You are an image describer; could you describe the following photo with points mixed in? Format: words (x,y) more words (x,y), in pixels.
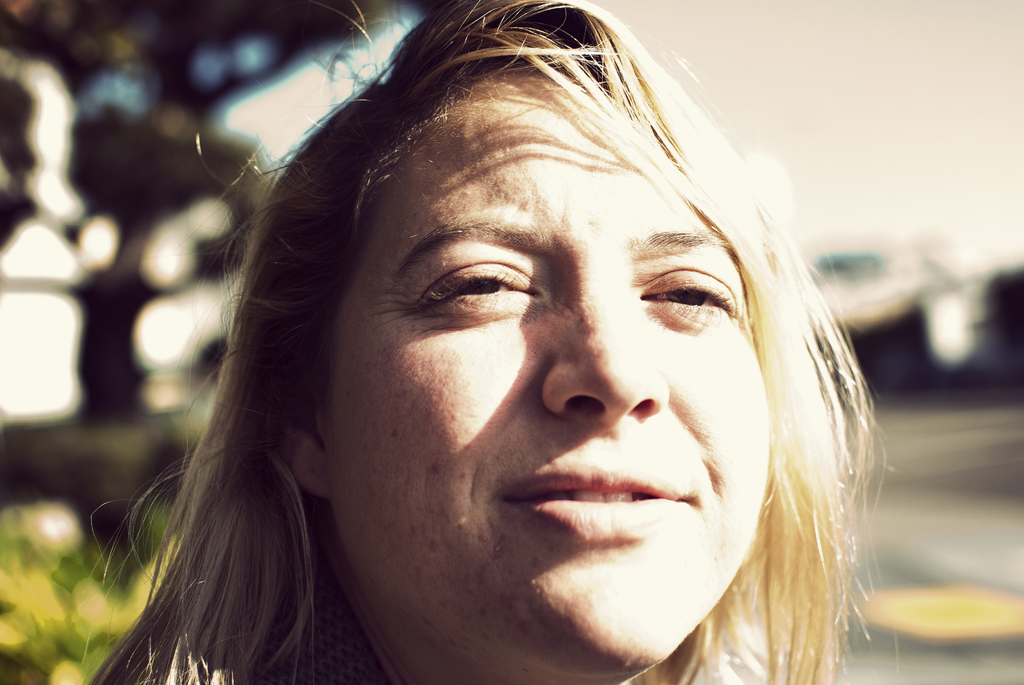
In this image we can see a woman's face (675,564). The background (1006,101) is blurry.
